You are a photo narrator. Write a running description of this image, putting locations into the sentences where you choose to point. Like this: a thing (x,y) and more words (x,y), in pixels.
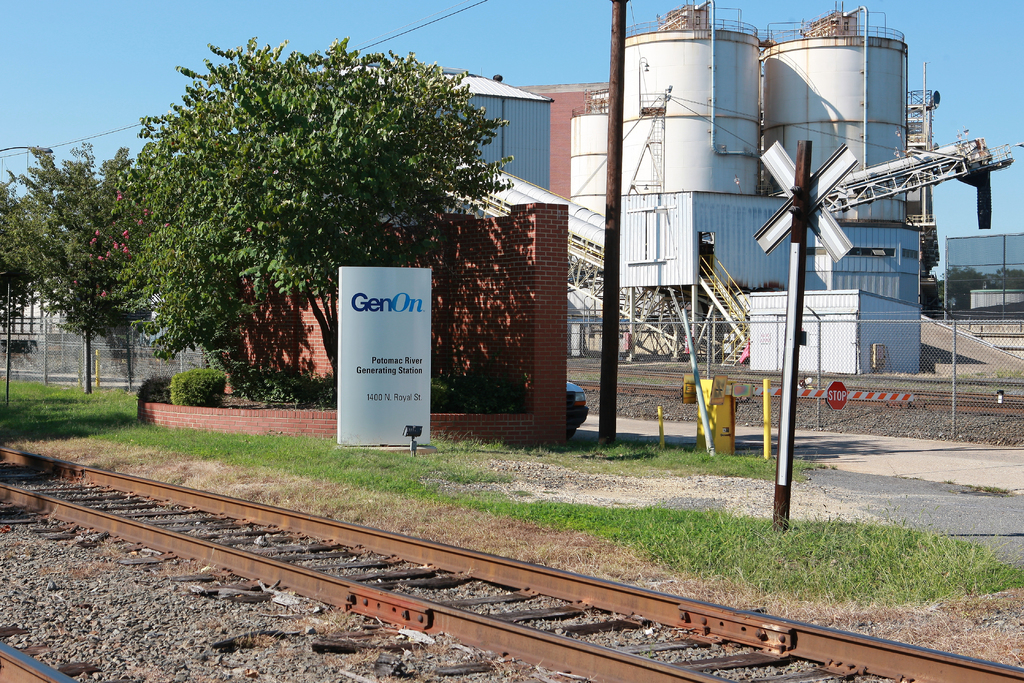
In this picture we can see there are railway tracks (202,525), poles (803,181), a board (395,381), grass plants (244,380), trees (76,317) and a wall (469,328). On the right side of the wall (507,359) there is a vehicle (569,387), boom barrier (720,415) and the fence (678,395). Behind the fence (590,360), it looks like a factory (868,283). Behind the factory (600,144) there is the sky (125,70).
